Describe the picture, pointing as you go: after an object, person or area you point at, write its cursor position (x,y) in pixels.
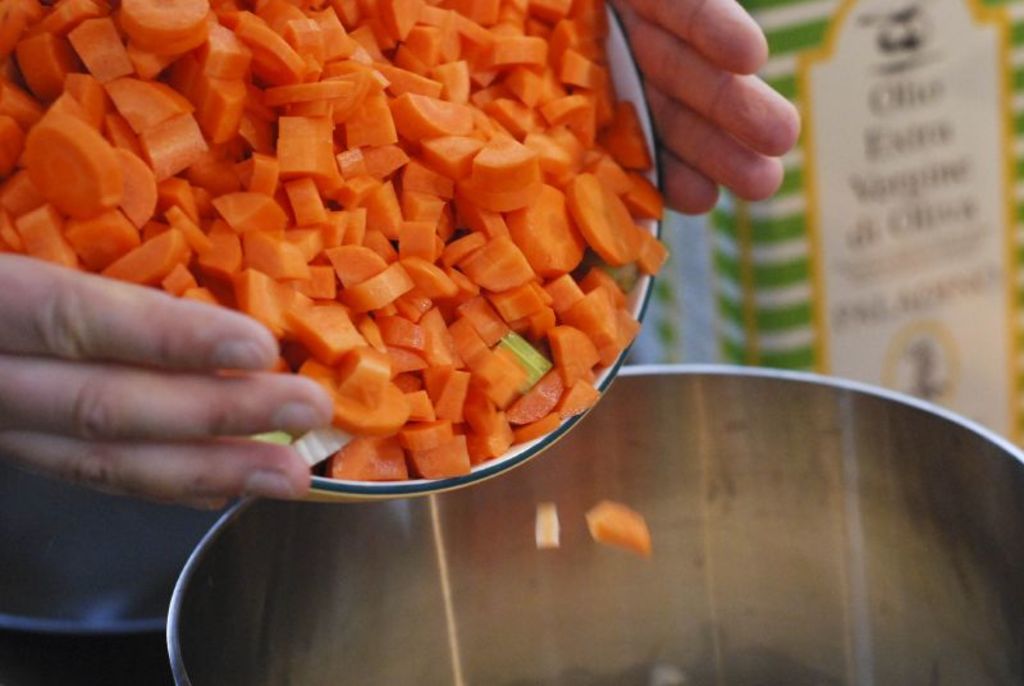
In this image, we can see a human hands (655,90) holding a bowl (630,75) with chopped carrots (322,270) and trying to pour into another container (801,504). Background (830,247) there is a blur view. Here we can see some box (781,216).
